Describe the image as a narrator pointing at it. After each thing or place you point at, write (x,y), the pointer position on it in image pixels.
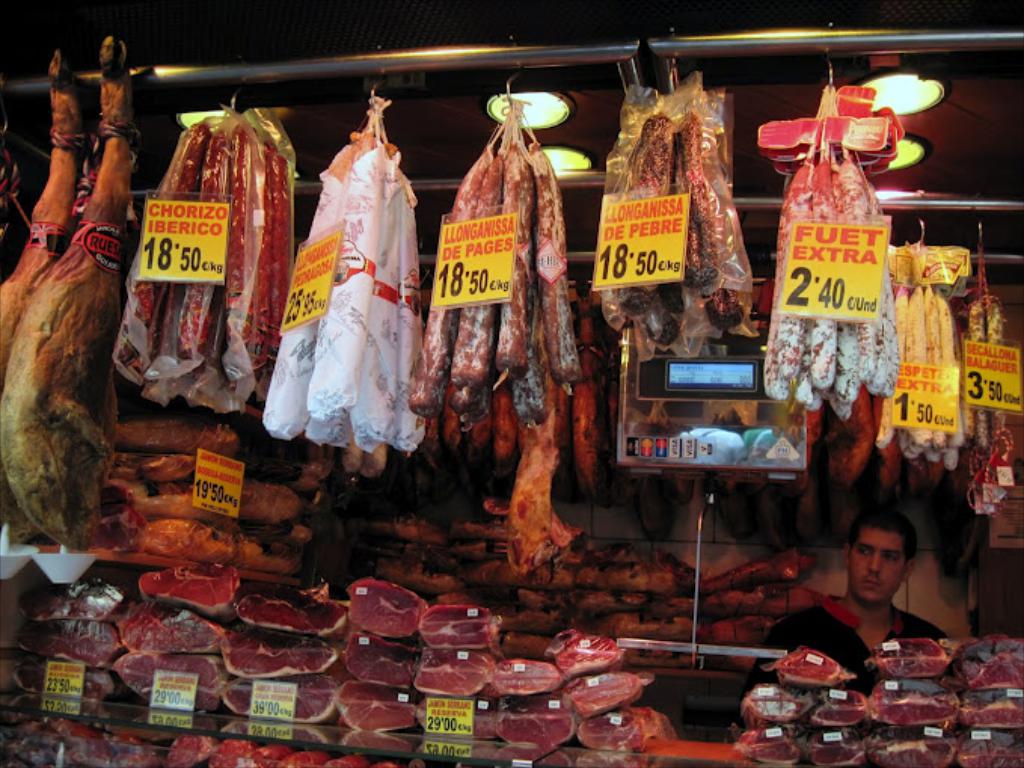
In this picture we can see meats (375,603), price tags (979,357), weighing price scale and some objects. In the background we can see rods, lights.
